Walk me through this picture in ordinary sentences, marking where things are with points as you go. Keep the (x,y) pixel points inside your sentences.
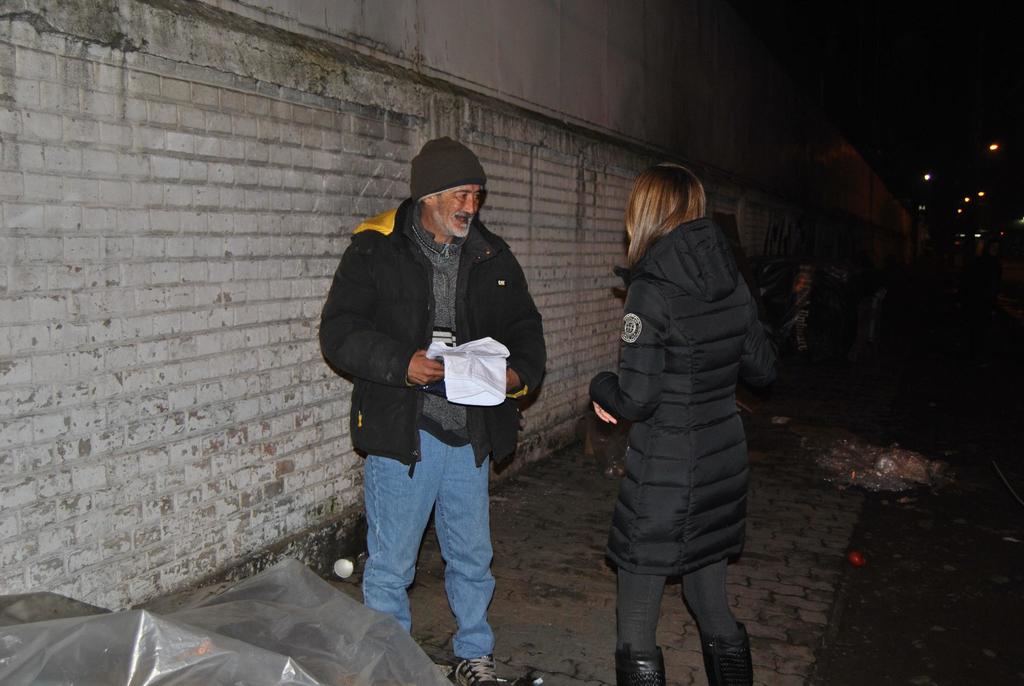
In this image there are two persons (448,278) standing on the floor (588,541). On the left side (226,594) bottom there is a cover (152,637). In the background (190,282) there is a wall (179,214). Beside the wall (175,199) there is a person (416,320) standing on the floor (433,541) by holding the white covers (446,360) and wearing the black jacket (393,294) and a black cap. At the top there are lights (931,178). On the floor (777,483) there are covers (824,475) and some garbage (874,462).
